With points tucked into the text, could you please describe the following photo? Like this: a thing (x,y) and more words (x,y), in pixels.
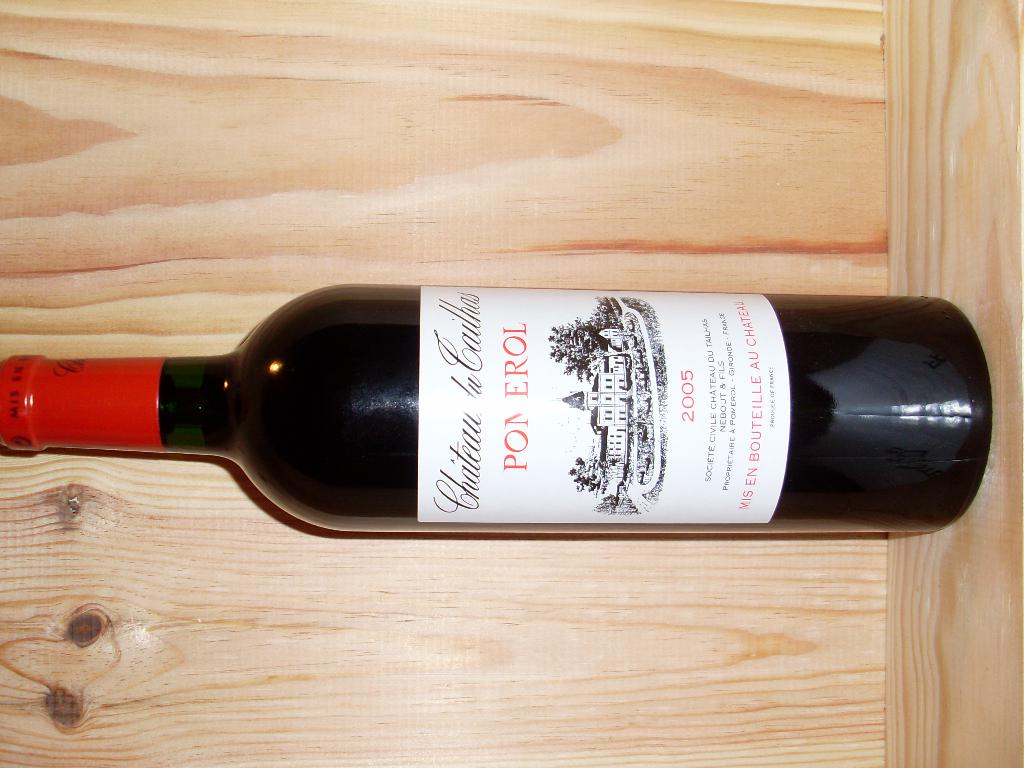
In the center (644,302) we can see one wine bottle (632,430) on the table (972,254). In the background (120,667) there is a wood wall (264,152).
